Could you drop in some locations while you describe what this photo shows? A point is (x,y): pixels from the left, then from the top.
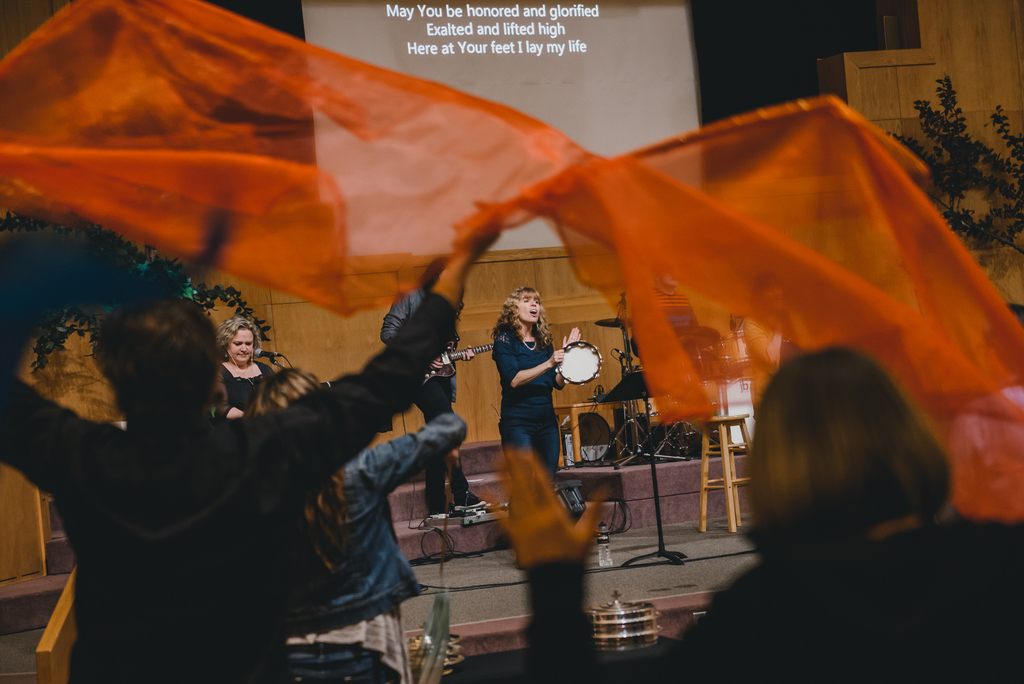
In this image, there are a few people (537,407). Among them, some people (542,351) are holding some objects (914,239). We can see a projector screen (664,119) and the wall (709,12). We can see some plants (960,114), wooden objects (896,43) and musical instruments (751,396). We can also see some wires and some objects (780,315).
